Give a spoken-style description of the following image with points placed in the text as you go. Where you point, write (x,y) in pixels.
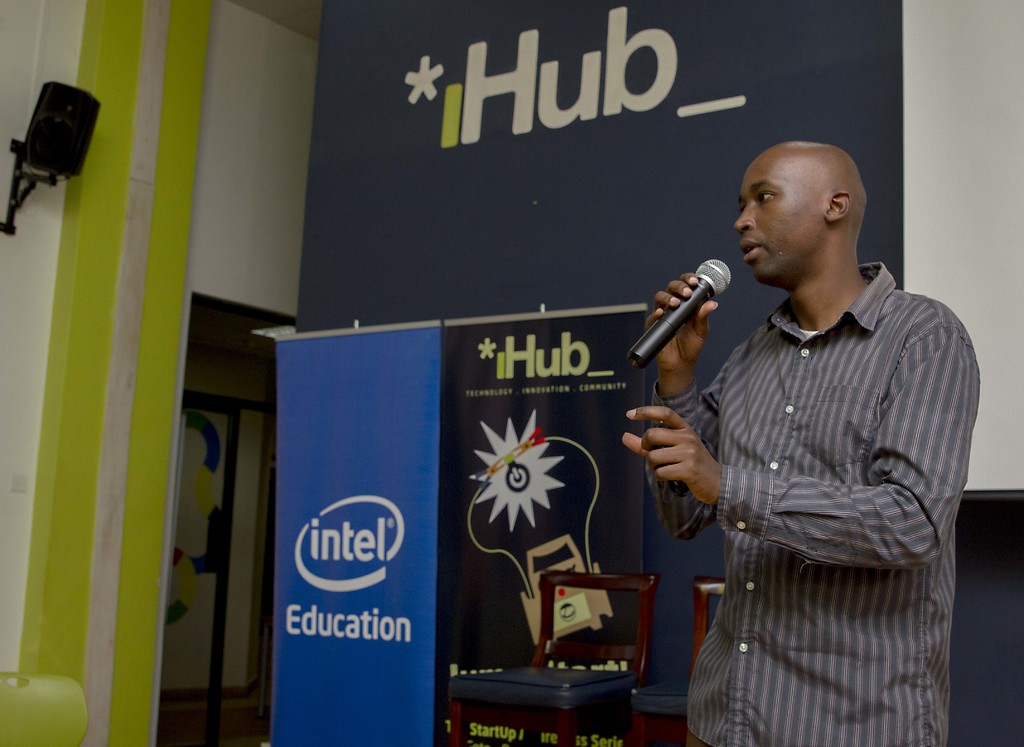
In the image we can see a man (827,506) standing, wearing clothes (803,414) and holding a microphone (656,340) in hand (686,292), and it looks like he is talking. Here we can see posters (463,417) and text (483,394) on the posters (468,389). Here we can see sound boxes (56,121) and the wall (270,147).
